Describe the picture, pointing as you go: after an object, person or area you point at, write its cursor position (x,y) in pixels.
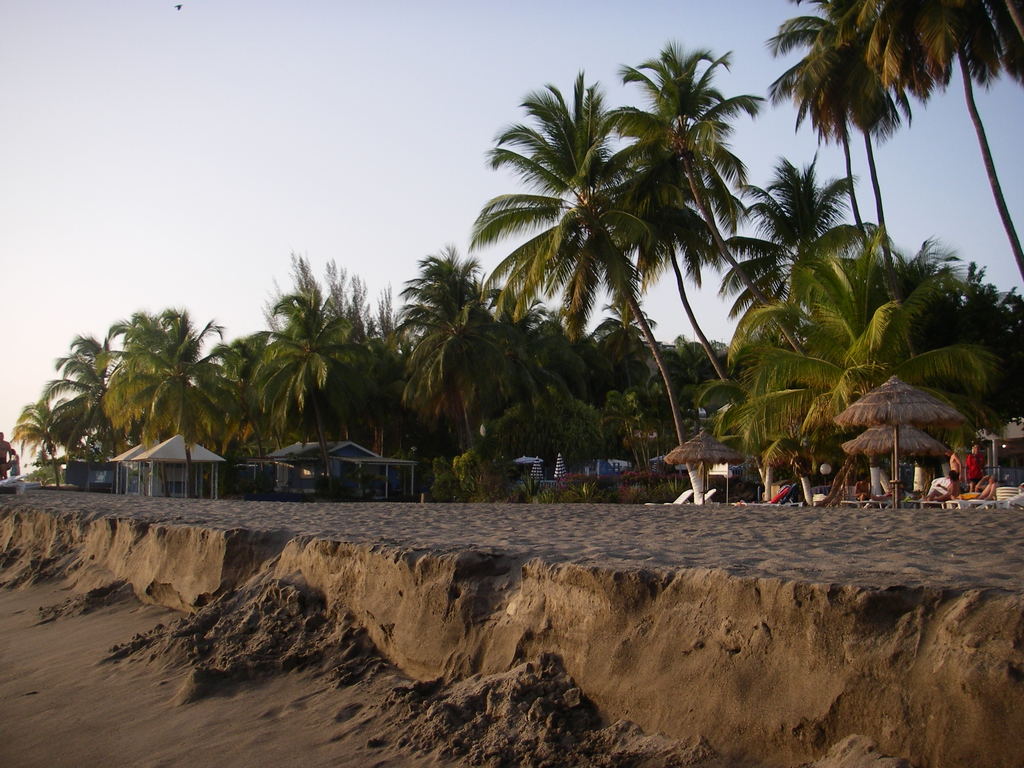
In this image we can see a group of tree (488,410) and houses (340,471). On the right side (934,492), we can see few persons (969,474) and benches (865,502). In the foreground (848,537) we can see sand (483,552). At the top (529,225) we can see the sky (405,110).
